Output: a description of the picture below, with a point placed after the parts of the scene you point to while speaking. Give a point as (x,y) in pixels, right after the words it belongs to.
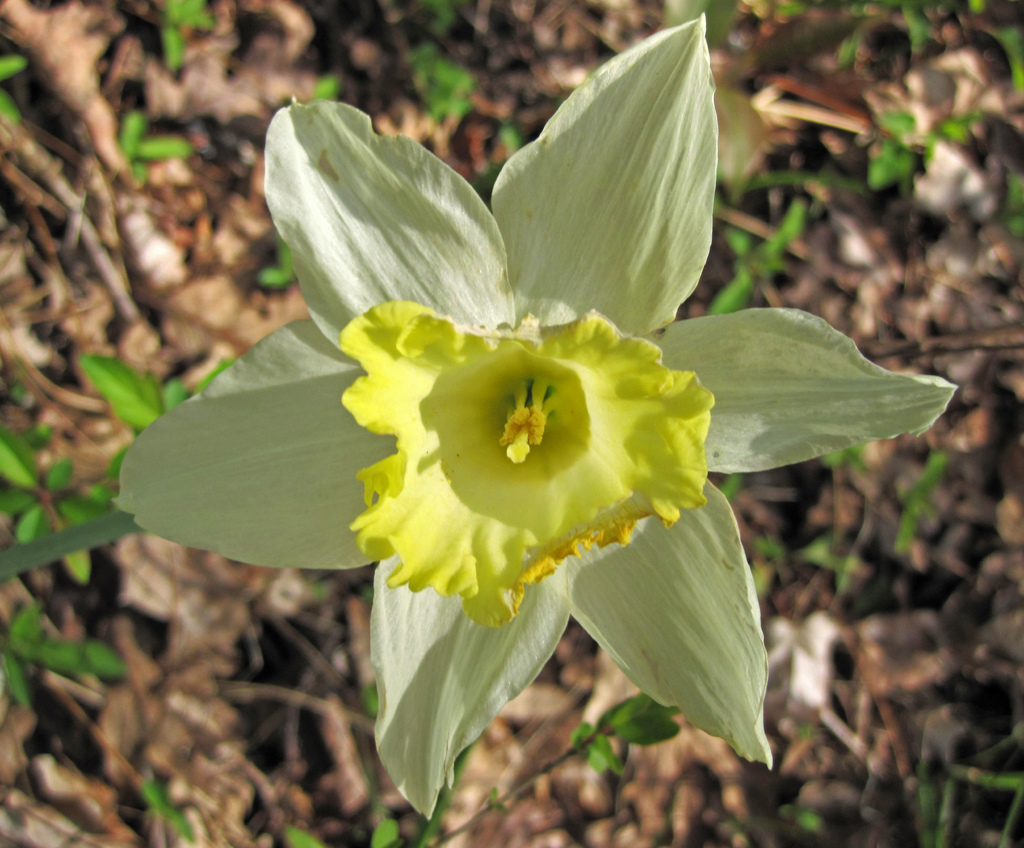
In this image we can see a flower (465,446), plants (134,399) and shredded leaves (315,678).
